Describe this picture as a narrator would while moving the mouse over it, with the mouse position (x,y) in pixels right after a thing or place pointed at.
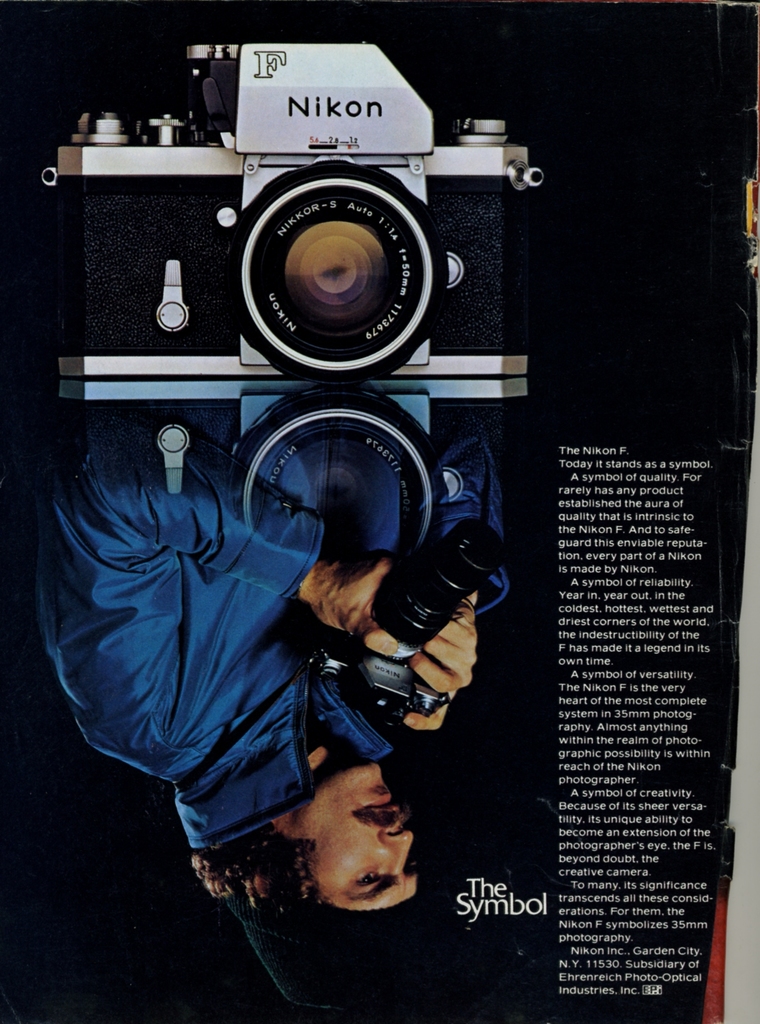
In this image we can see a book (484,634).
